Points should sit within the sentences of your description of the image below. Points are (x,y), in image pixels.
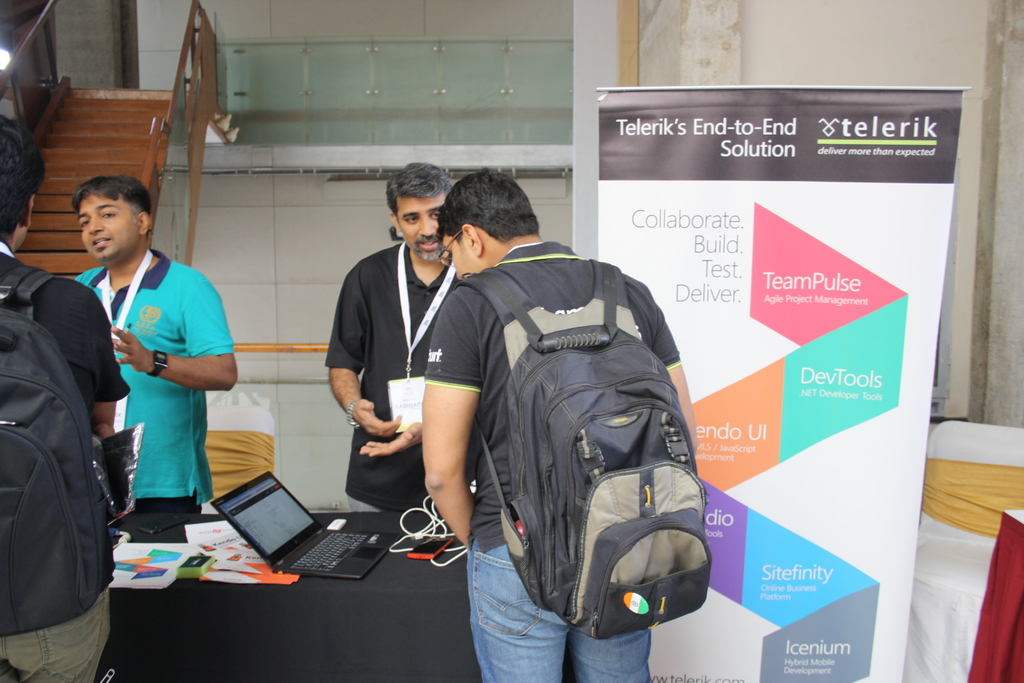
In this image a person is standing, wearing a bag (667,583), behind there is a person (381,297) having a tag (416,333). Before there is a table (423,661) having some books (223,541) and laptops (353,569), few wires (451,563). At the left corner (60,668) there are two persons (38,678) standing. At the top left (206,65) there is a staircase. At the right side (927,124) there is a banner (900,644) beside there is a chair (960,423).
